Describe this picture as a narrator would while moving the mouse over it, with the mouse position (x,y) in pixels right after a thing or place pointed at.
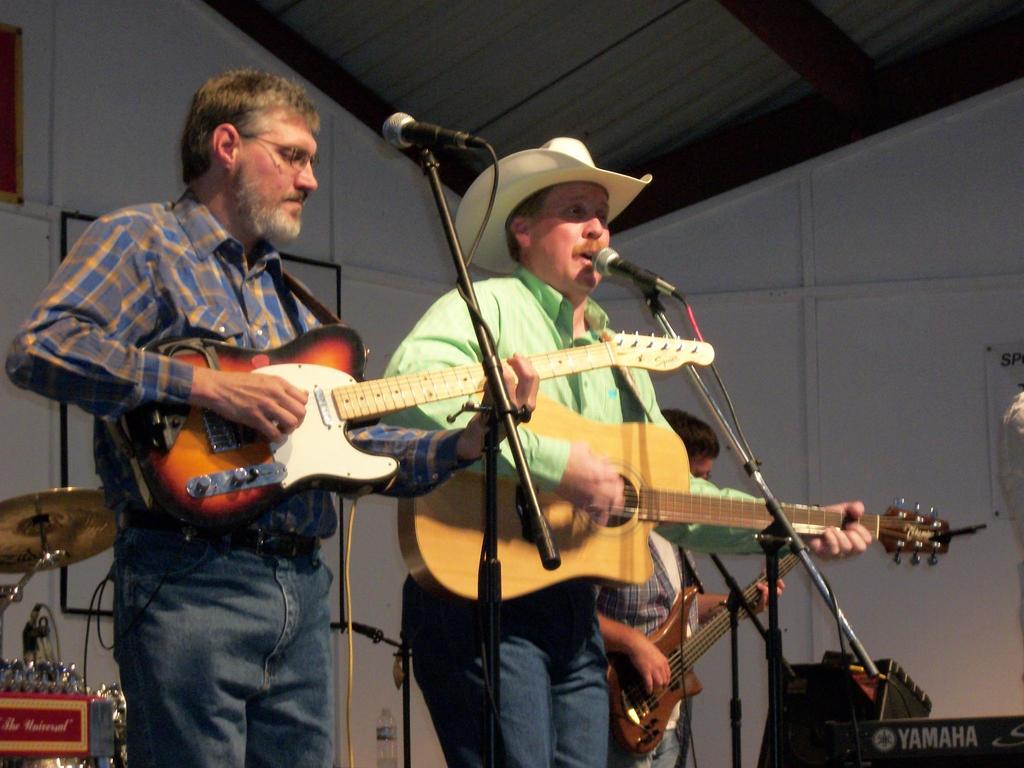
This picture shows three men (477,763) standing and playing guitars (604,431) and singing with the help of a microphones (632,269).
